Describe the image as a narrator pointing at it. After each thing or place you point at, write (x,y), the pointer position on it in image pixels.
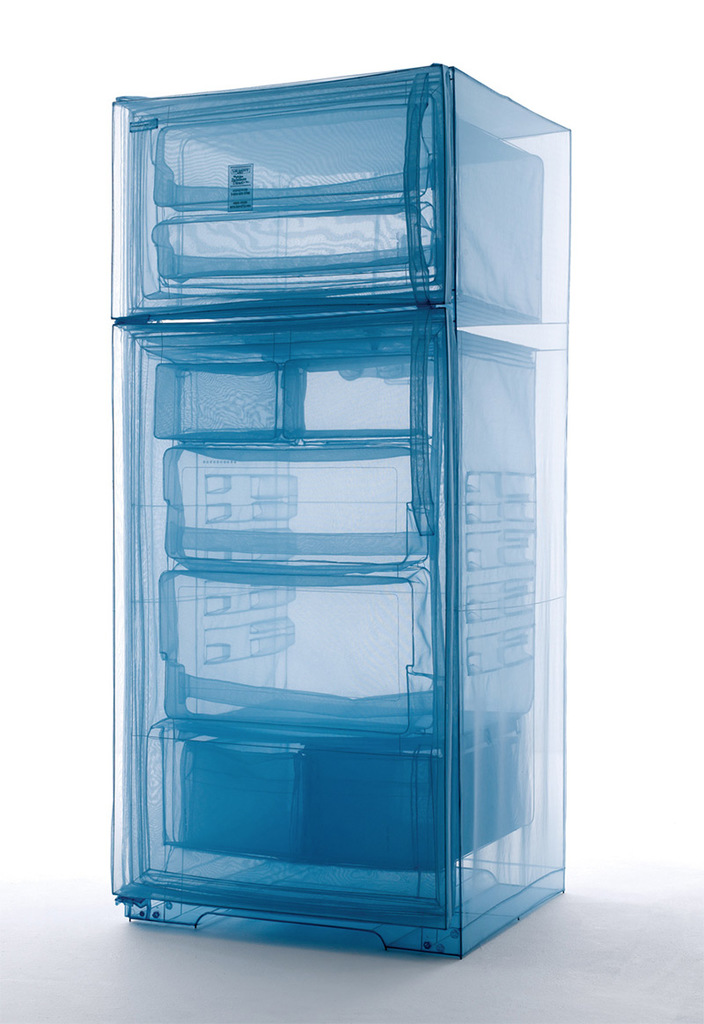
Background (695,282) portion of the picture is white in color. In this picture we can see a refrigerator (290,456).
